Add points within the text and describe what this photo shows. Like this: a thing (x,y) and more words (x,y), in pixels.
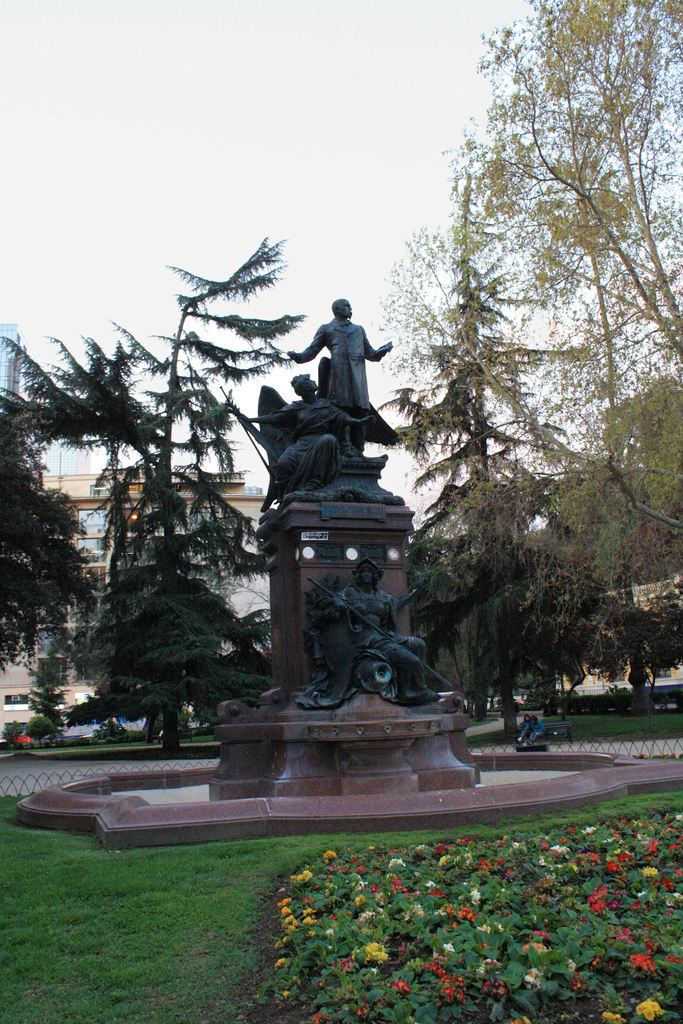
This is an outside view. In the middle of the image (357,593) I can see few statues of persons (351,597) on a pillar (344,564). At the bottom (170,971) there are few flower plants (395,941) and grass (95,954) on the ground (108,954). In the background (534,484) there are many trees (201,583) and buildings (91,510). On the right side (534,731) there are few people (536,733) on the ground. At the top of the image (218,150) I can see the sky (236,112).
